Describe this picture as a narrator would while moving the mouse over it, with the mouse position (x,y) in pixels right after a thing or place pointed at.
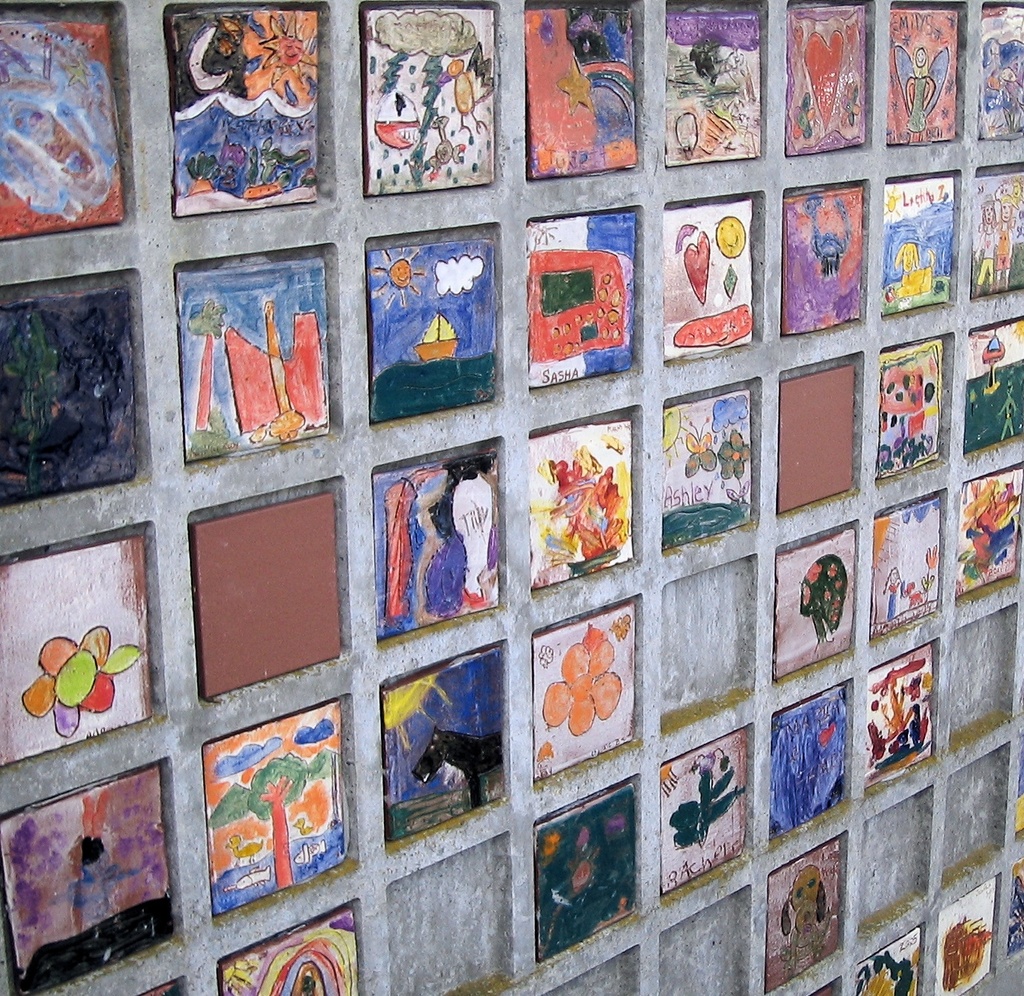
In this picture we can see few paintings (605,261) on the wall (638,595).
